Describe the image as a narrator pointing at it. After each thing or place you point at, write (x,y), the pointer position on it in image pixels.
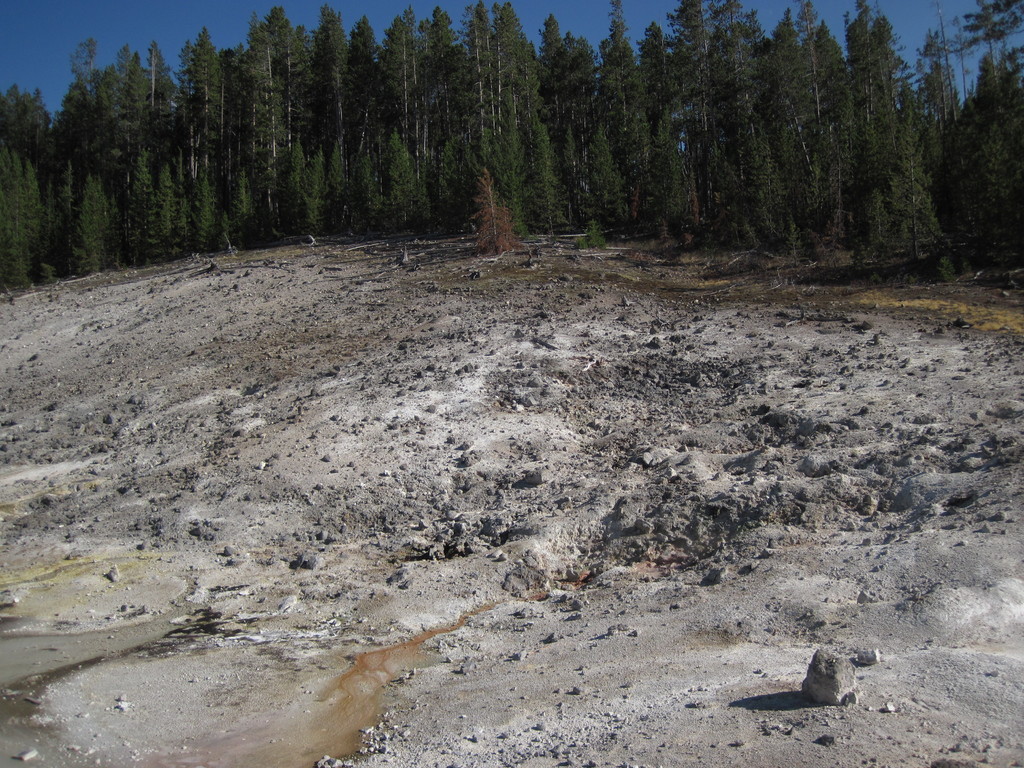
In the background (736,36) we can see the sky (132,12) and the trees (780,73). In this picture we can see the land area (880,607) covered with the stones (315,561) and the pebbles (335,540).
